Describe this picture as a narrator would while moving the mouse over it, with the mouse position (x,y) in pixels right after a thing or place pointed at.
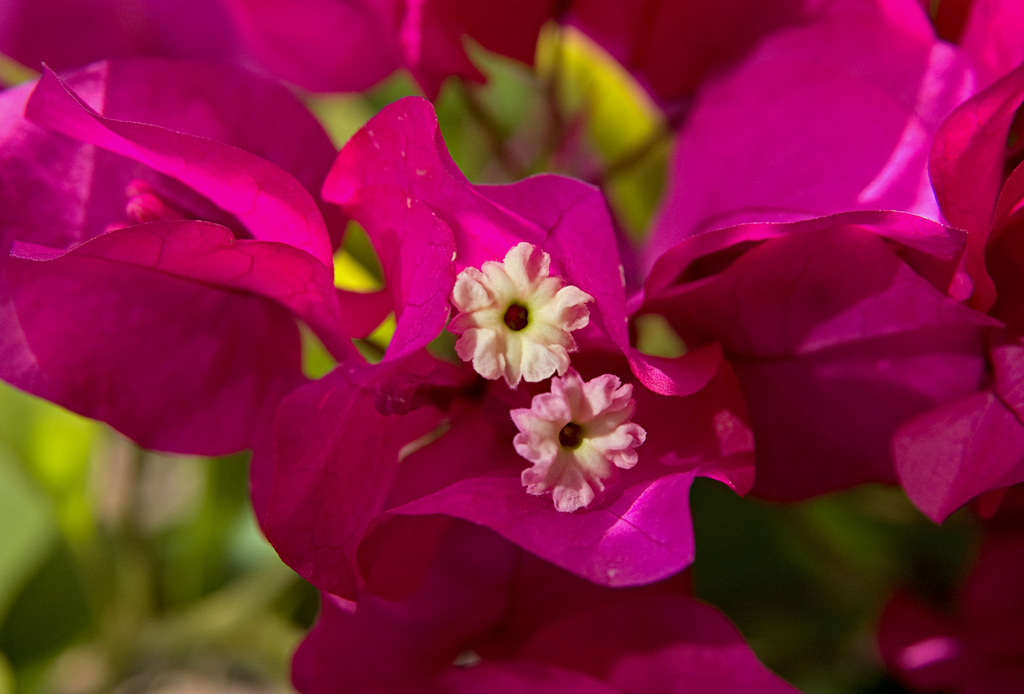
In the center of the image (635,296), we can see flowers (542,202), which are in pink color.
